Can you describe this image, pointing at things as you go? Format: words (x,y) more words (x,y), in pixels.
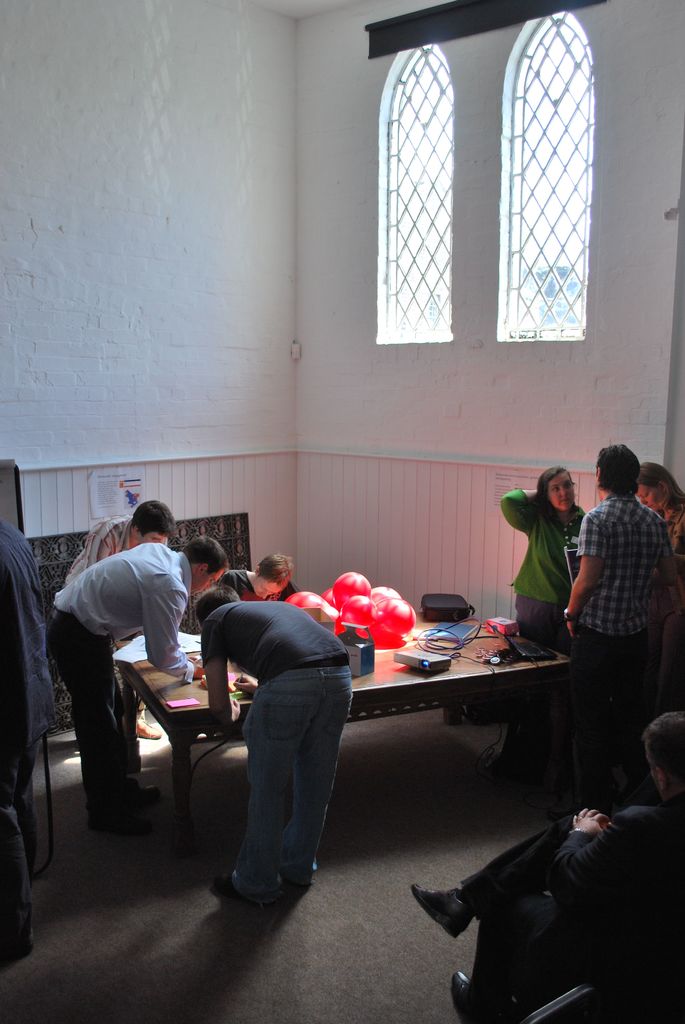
As we can see in the image, there are group of people (219,548) standing around table (359,687). On table (397,679) there is a projector (418,653) and balloons (379,619) and the man (496,945) on the right (577,920) is sitting on chair (578,997) and the wall (196,310) is in white color.
